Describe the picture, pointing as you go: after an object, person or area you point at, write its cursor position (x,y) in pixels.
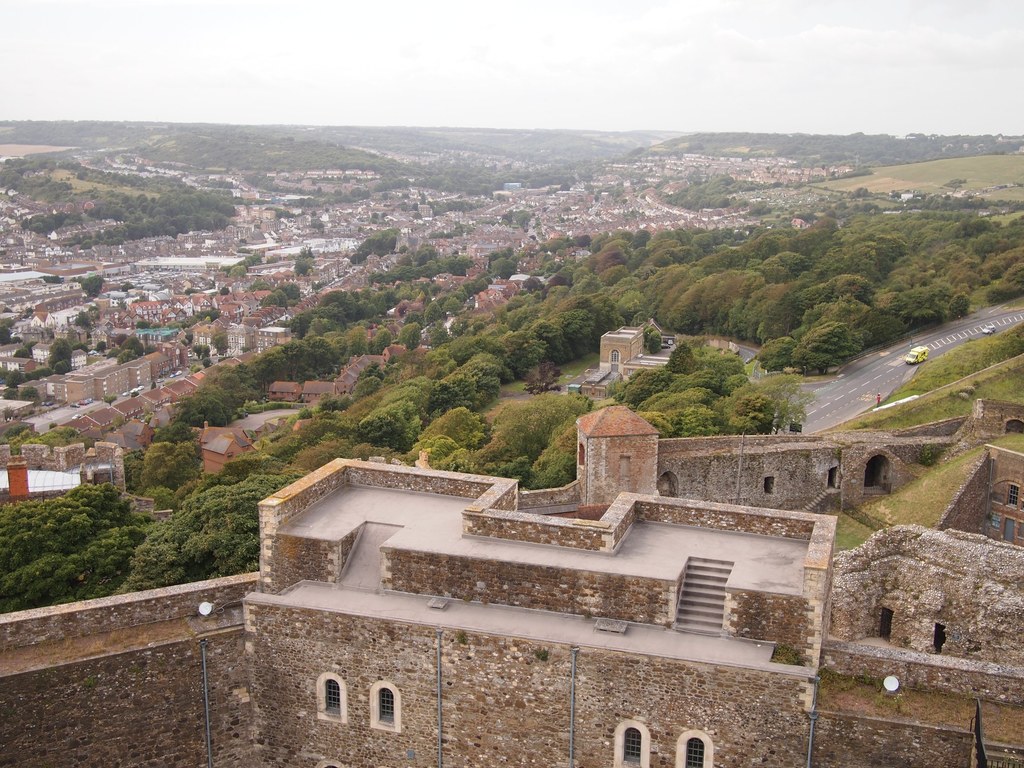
In this image we can see a group of buildings (407,242), houses (218,430), a group of trees (173,445), some vehicles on the ground (770,376) and some grass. On the backside (281,52) we can see the sky (281,52) which looks cloudy.
